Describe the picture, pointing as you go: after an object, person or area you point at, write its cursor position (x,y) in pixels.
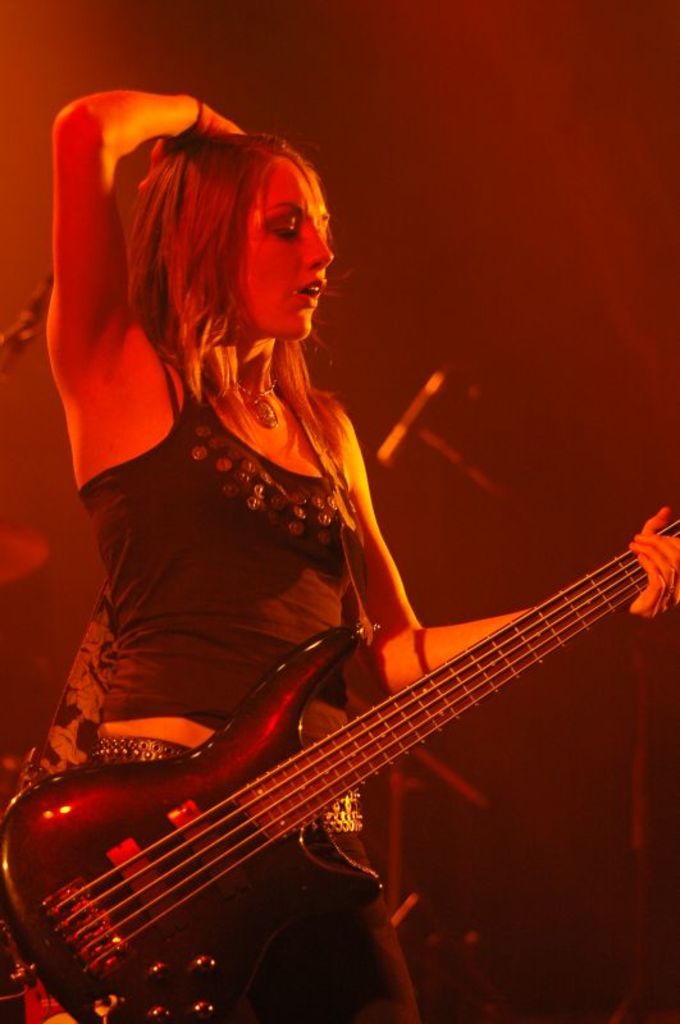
In this picture we can see a woman (92,476) holding a guitar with her hand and standing and in the background (395,433) we can see some objects (402,438).
